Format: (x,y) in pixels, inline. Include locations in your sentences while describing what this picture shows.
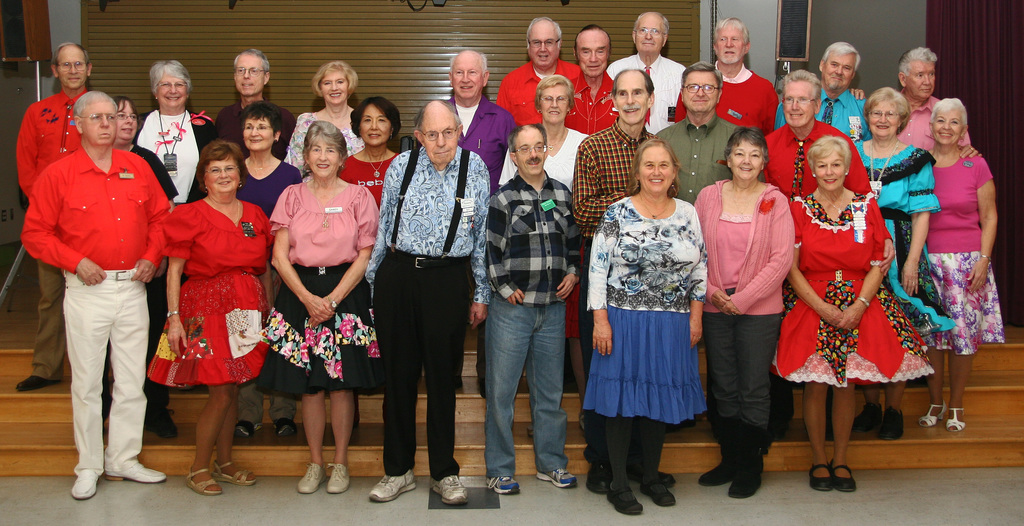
In the picture we can see many old men (100,438) and many old women (283,254) are standing near the steps (19,417) and some of them are smiling and behind them we can see a wall (16,213) with a shutter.
